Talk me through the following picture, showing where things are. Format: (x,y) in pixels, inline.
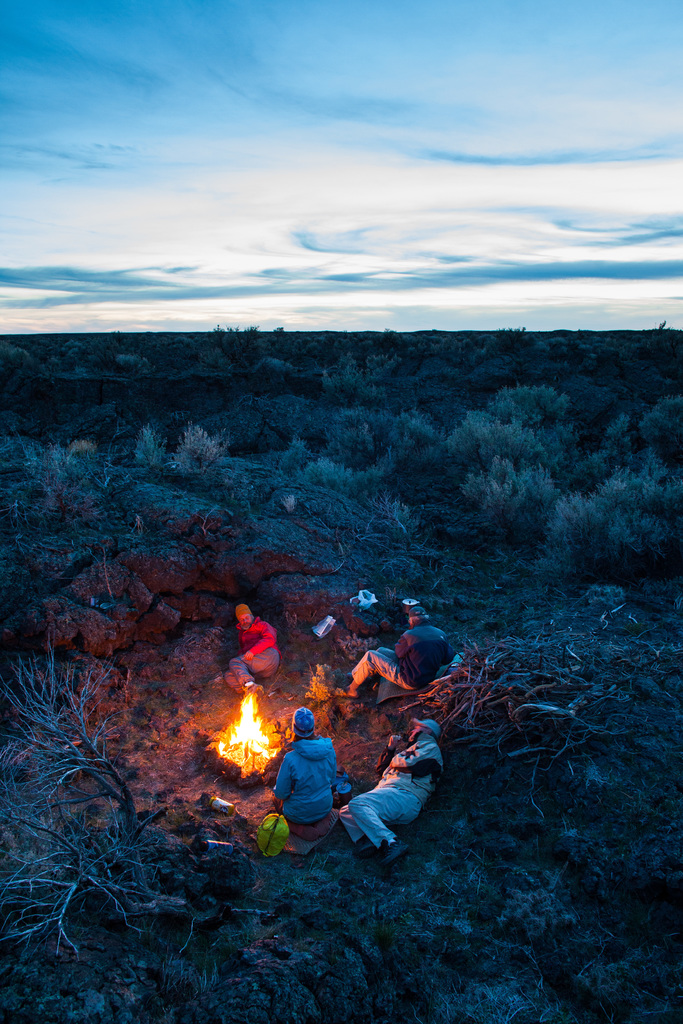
On the ground (202,715) there is a camp fire (250,705). Around that some people (419,653) are sitting and lying wearing caps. On the ground (237,822) there is a bag (270,833) and some other items (371,596). In the back (533,464) there are trees (357,466) and sky (329,230).
